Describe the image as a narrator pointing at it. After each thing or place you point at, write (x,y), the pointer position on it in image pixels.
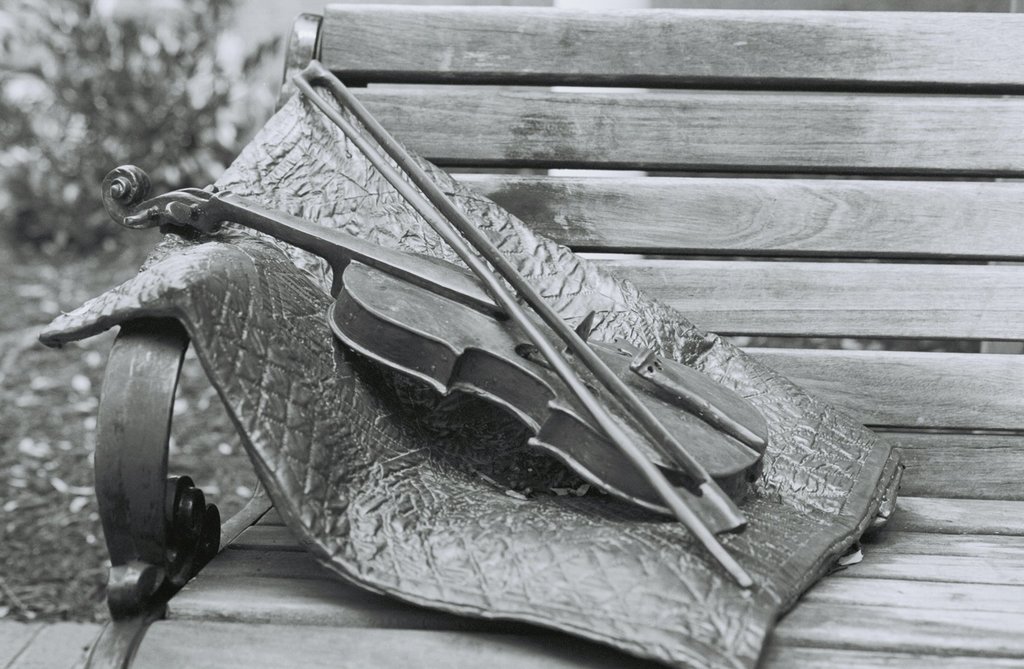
It looks like a black and white picture. We can see there is a violin (478,347) with a bow (492,270) and an object (530,520) on the bench (947,522). Behind the bench (458,124) there are trees (83,145).
